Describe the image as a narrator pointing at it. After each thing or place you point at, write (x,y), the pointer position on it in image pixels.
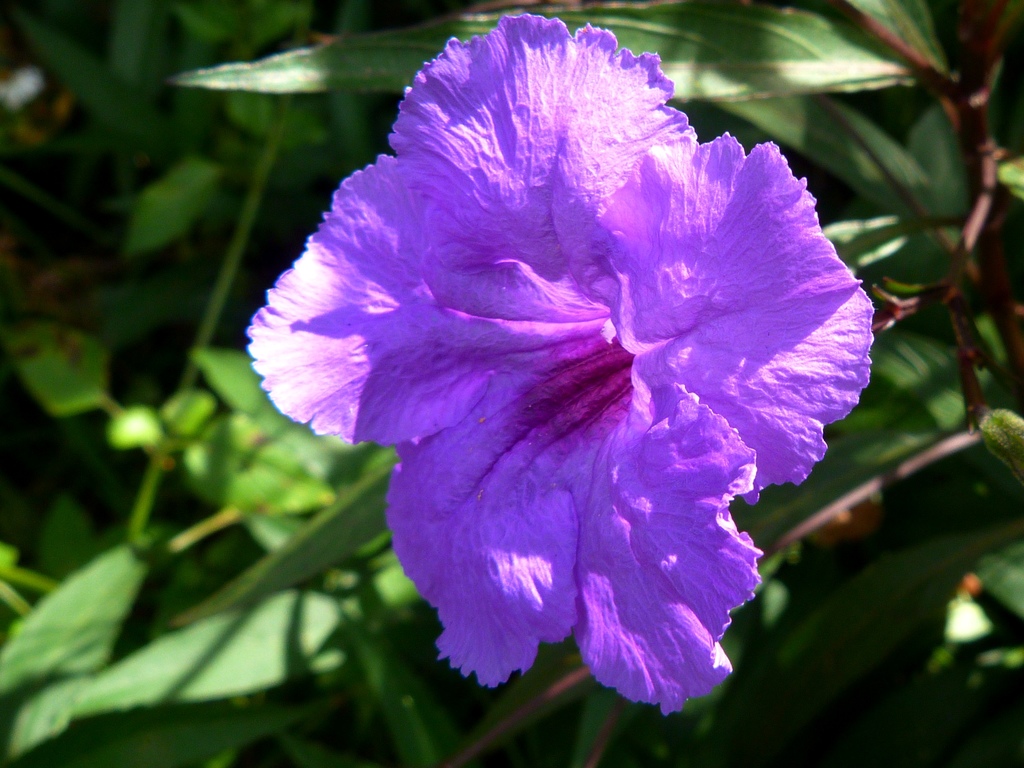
In this image I can see a purple color flower (463,389) and few green leaves (729,26).
